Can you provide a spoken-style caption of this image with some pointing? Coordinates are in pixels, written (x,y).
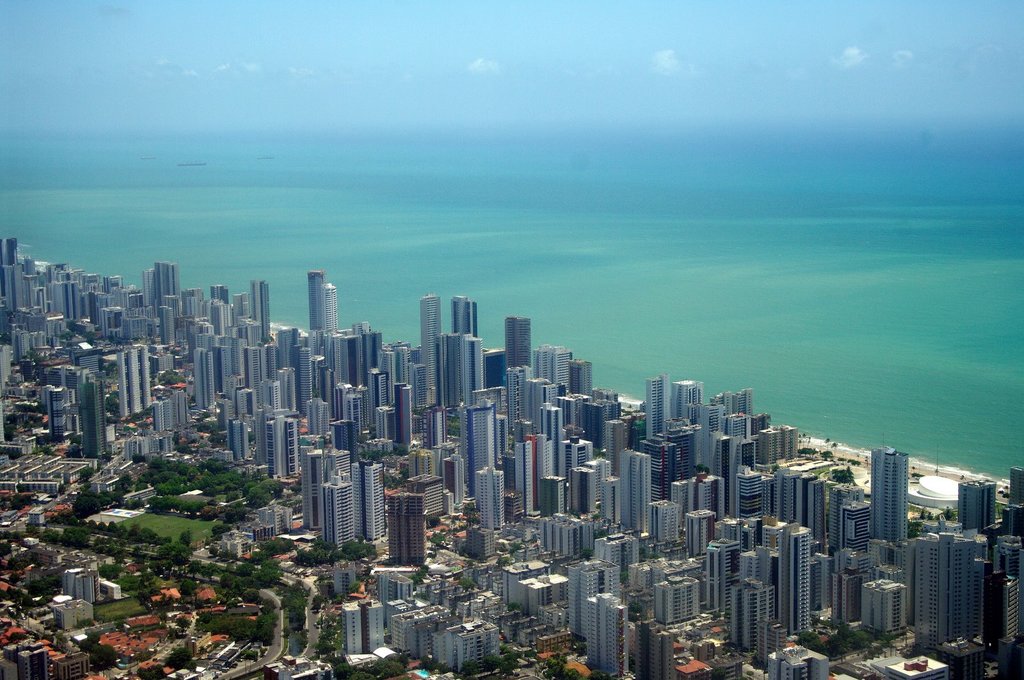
In this image we can see a group of buildings (418,438), trees (270,569) and the grass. Behind the buildings (626,430) we can see the water (669,296). At the top (225,43) we can see the sky (353,58).
